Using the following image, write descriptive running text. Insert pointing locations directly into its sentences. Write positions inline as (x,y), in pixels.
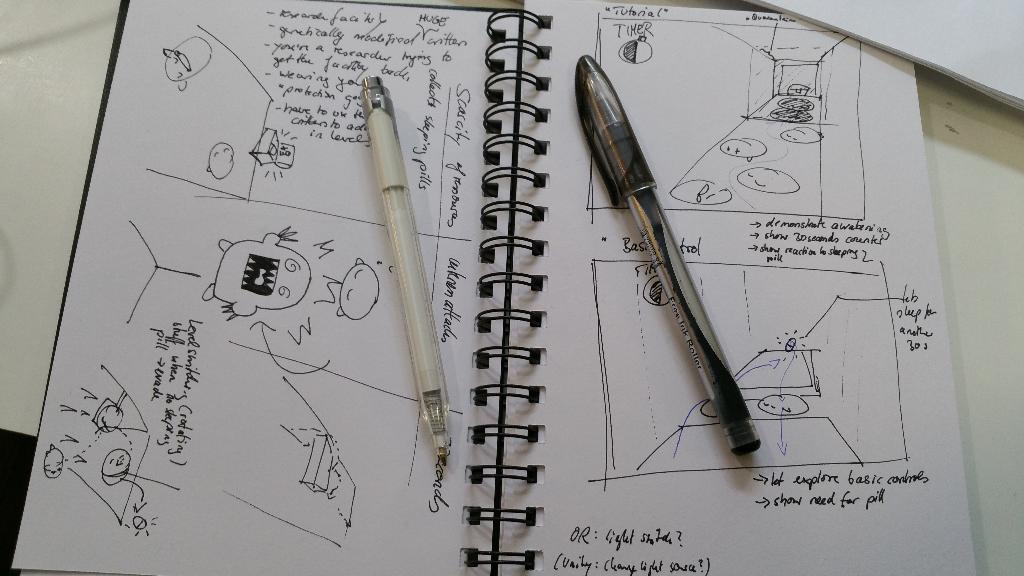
On a white surface (974,330) we can see a spiral book (936,389) and there is something written. We can see some drawing (867,447). We can see two pens (709,331) are placed on the book (844,66). We can see white papers (927,59).
